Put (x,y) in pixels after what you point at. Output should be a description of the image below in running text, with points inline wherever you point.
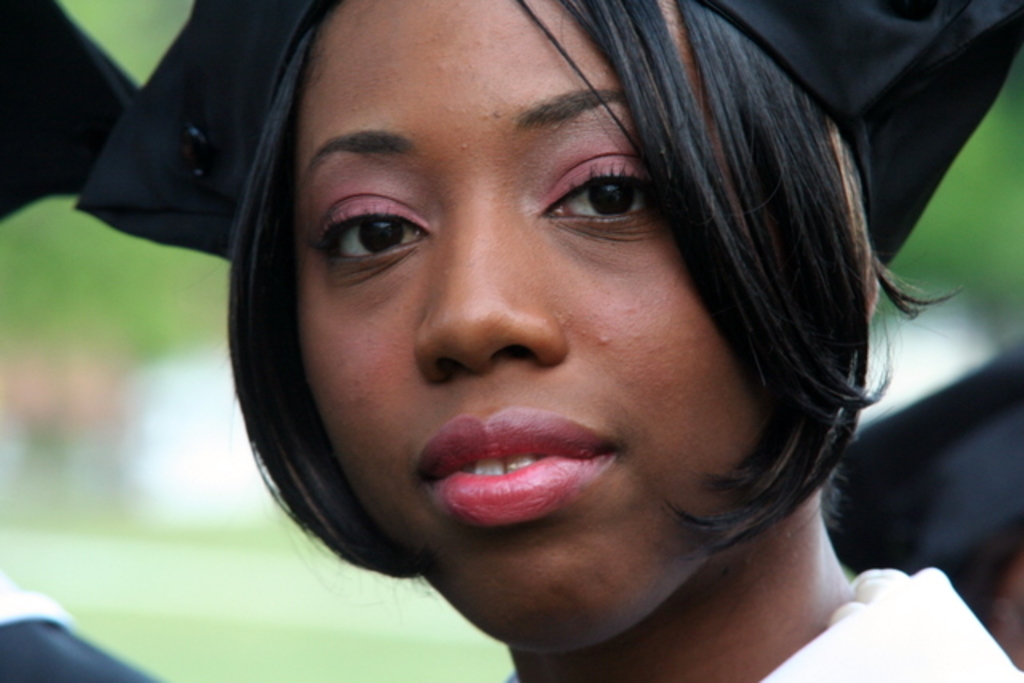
In the picture I can see the face (338,204) of a woman (616,86) and there is an academic cap (238,43) on her head (527,105).
